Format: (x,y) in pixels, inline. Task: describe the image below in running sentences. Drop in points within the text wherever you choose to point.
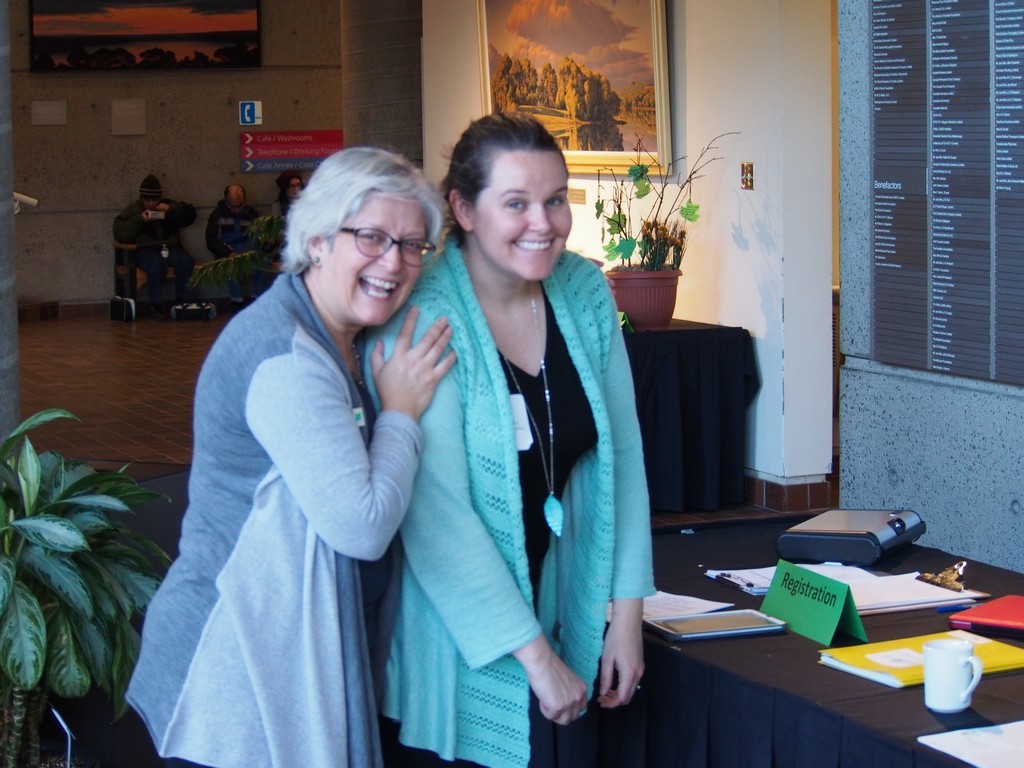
In this image i can see there are two women (378,483) who are smiling. I can also see there is a table (841,645) with a couple of objects (868,579) on it and a plant (42,570), a wall (311,8) on the photo.
